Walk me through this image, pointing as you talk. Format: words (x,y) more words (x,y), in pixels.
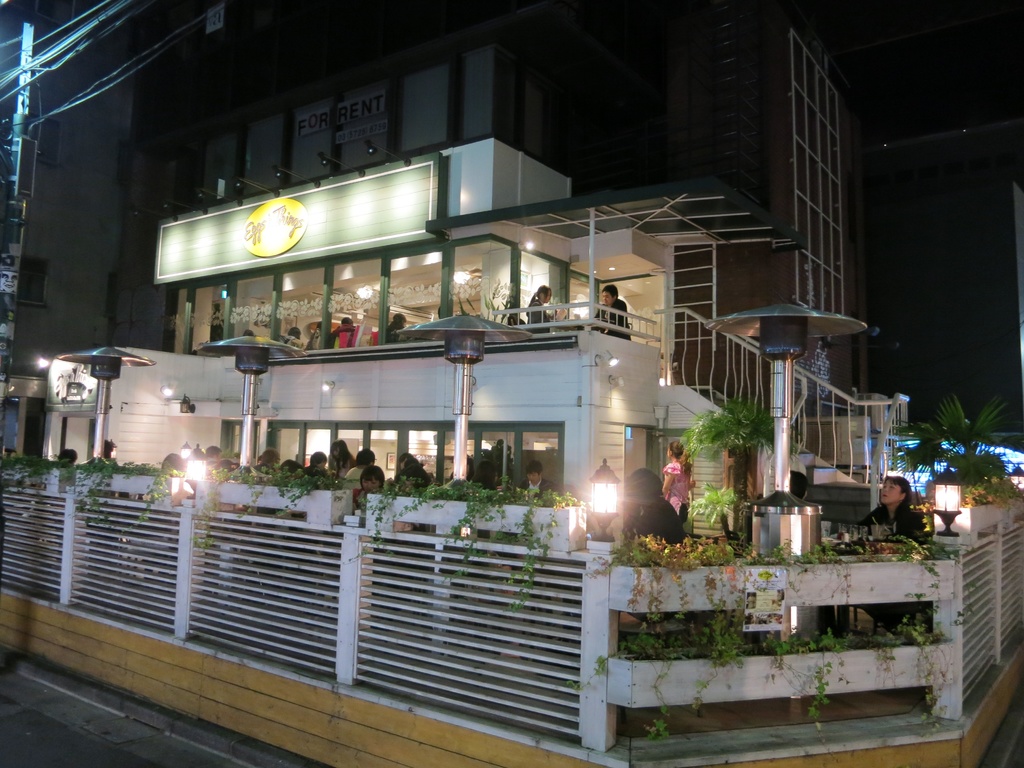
In this picture I can see buildings (94,298) and a pole (9,193) and I can see few people (338,334) seated and I can see lights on the ceiling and I can see a woman (692,480) standing and few plants (759,409) and trees (950,437), it looks like a restaurant.
